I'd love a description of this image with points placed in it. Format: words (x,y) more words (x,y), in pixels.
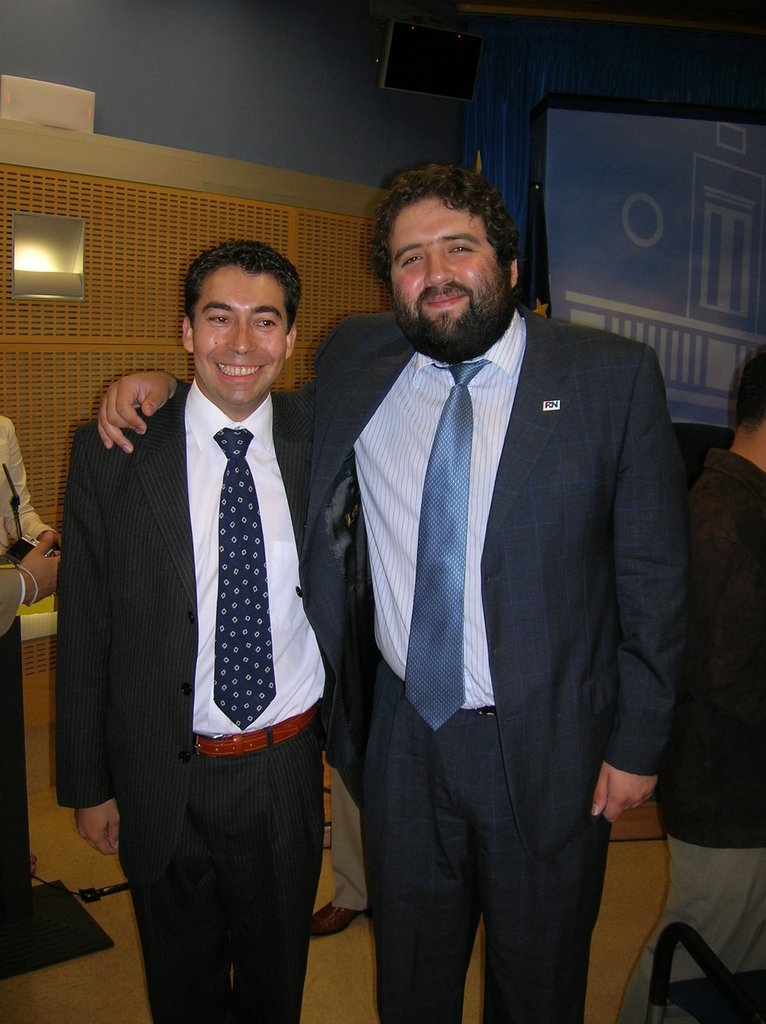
In this image I see 2 men (208,406) who are standing and I see that both of them are smiling and they're wearing suits (323,451) and I see the floor (626,861). In the background (735,680) I see few more persons (727,716) and I see the wall (264,134) and I see the screen (598,209) over here.
